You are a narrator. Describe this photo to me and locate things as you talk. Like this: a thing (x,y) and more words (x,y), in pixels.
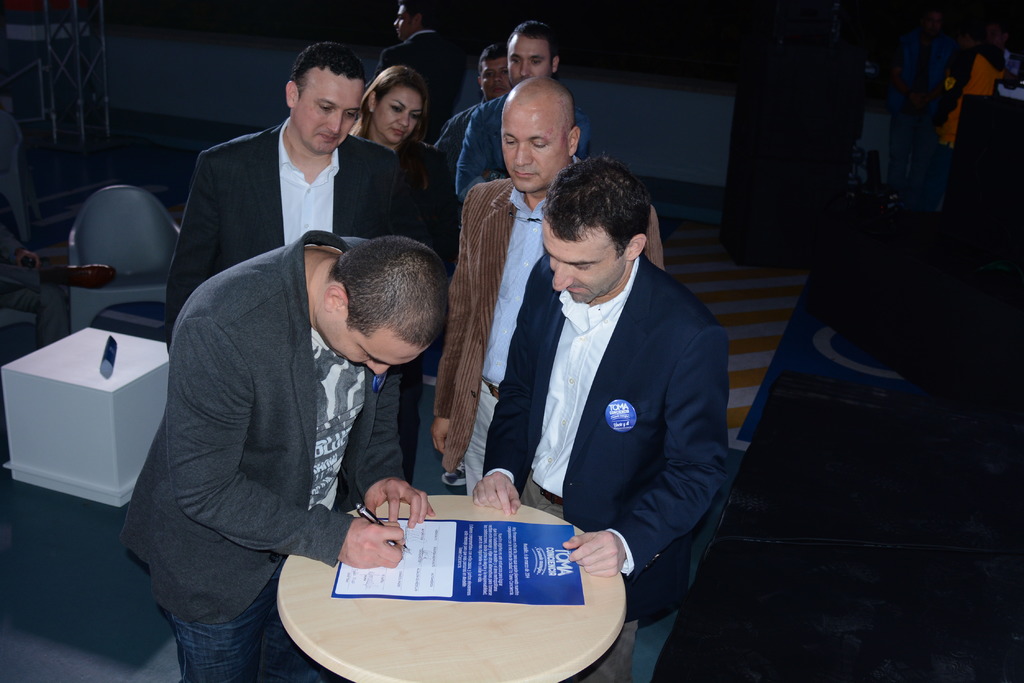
In the image we can see that, there are many people (360,253) standing, this is a table (423,616) on which a sheet of paper (455,573) is there. This man (394,534) is holding a pen (372,519) in his hand (360,527).
